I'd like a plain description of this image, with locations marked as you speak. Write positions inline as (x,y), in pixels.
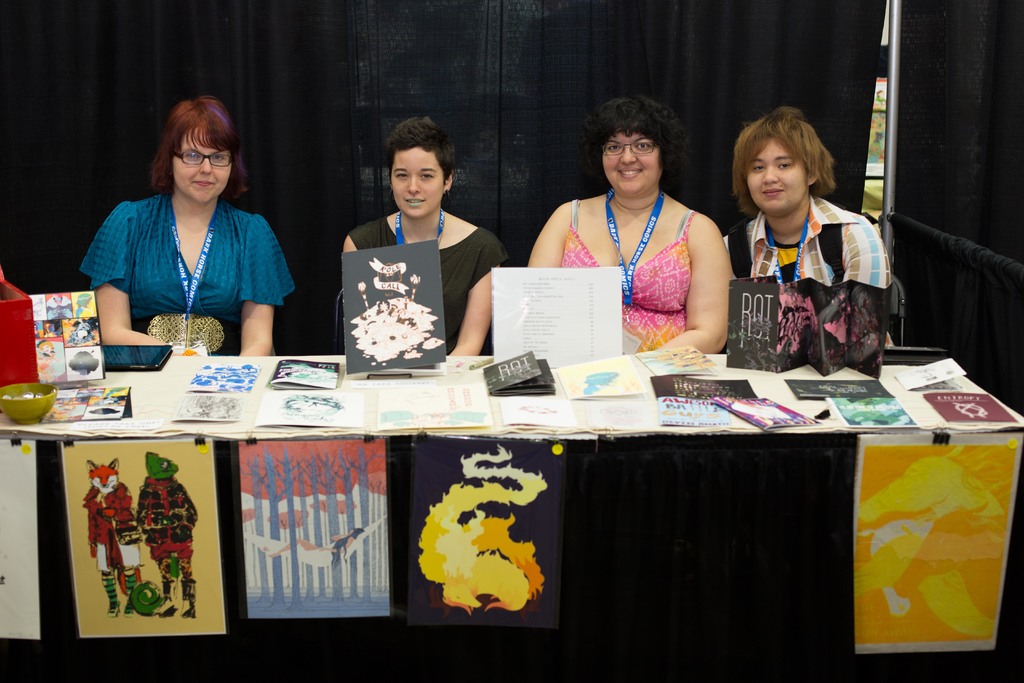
There are four women (231,286) sitting on the chairs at the table (263,430) and they have ID cards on their neck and on the table (248,417) we can see cards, tab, bowl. At the bottom (285,563) there are cards (411,544) on a platform (622,514). In the background (474,80) there is a cloth (517,135), pole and some other objects (872,193).
